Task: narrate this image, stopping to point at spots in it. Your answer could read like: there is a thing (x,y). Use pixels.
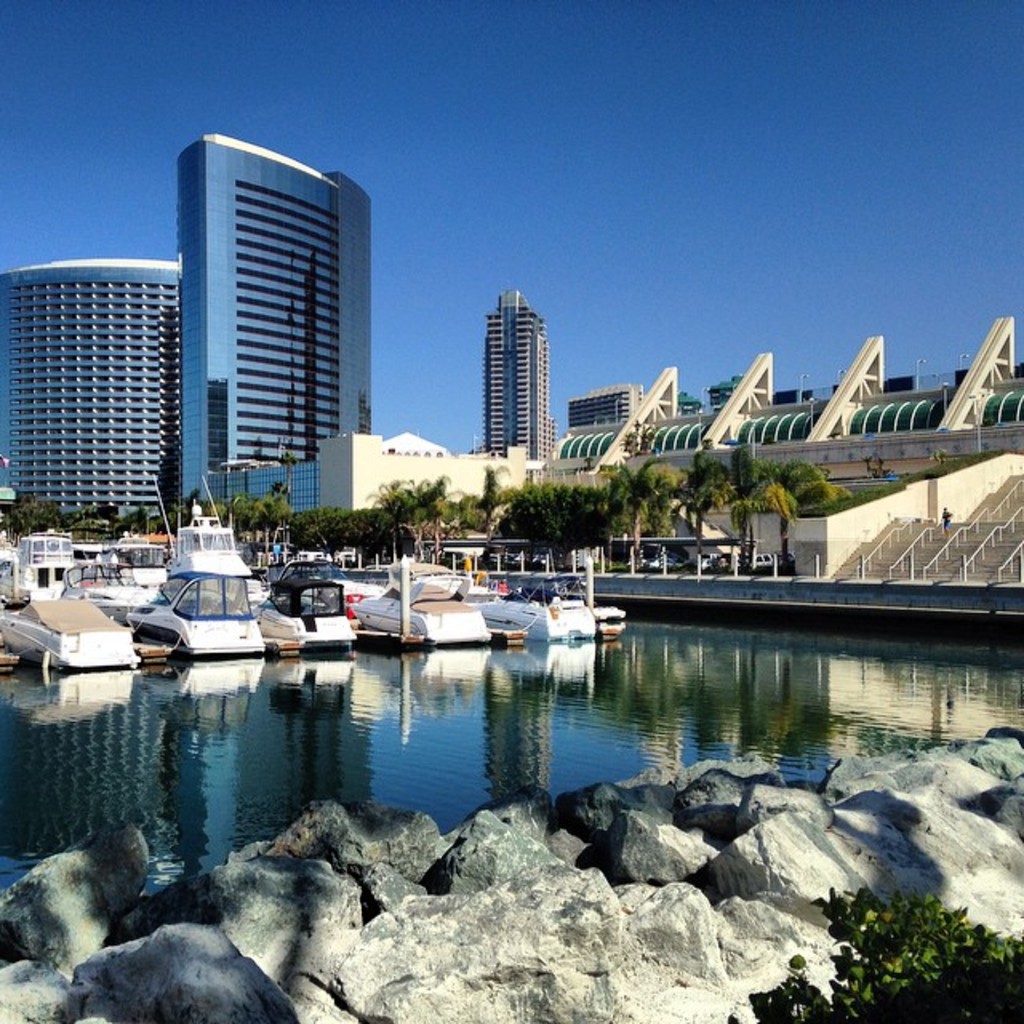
This image consists of skyscrapers (185,424). At the bottom (326,1021), there are rocks (533,853). In the middle (644,672), we can see the boats (391,627) on the water (682,639). At the top (704,153), there is sky (637,272). In the middle (640,479), there are trees (661,479).
